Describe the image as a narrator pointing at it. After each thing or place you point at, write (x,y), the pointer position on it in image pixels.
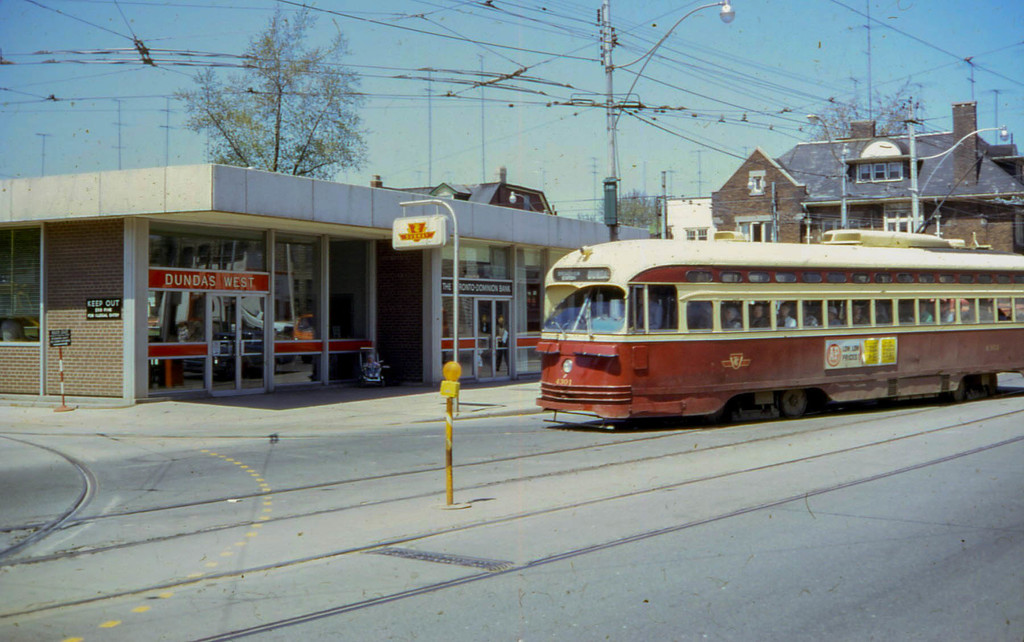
This image is clicked on the road (603,566). In the front (660,345), we can see a train (734,411). In the background (65,271), there are buildings (369,191) and trees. At the top (633,62), we can see wires (642,74) along with the poles (960,144). And there is sky (687,120).
